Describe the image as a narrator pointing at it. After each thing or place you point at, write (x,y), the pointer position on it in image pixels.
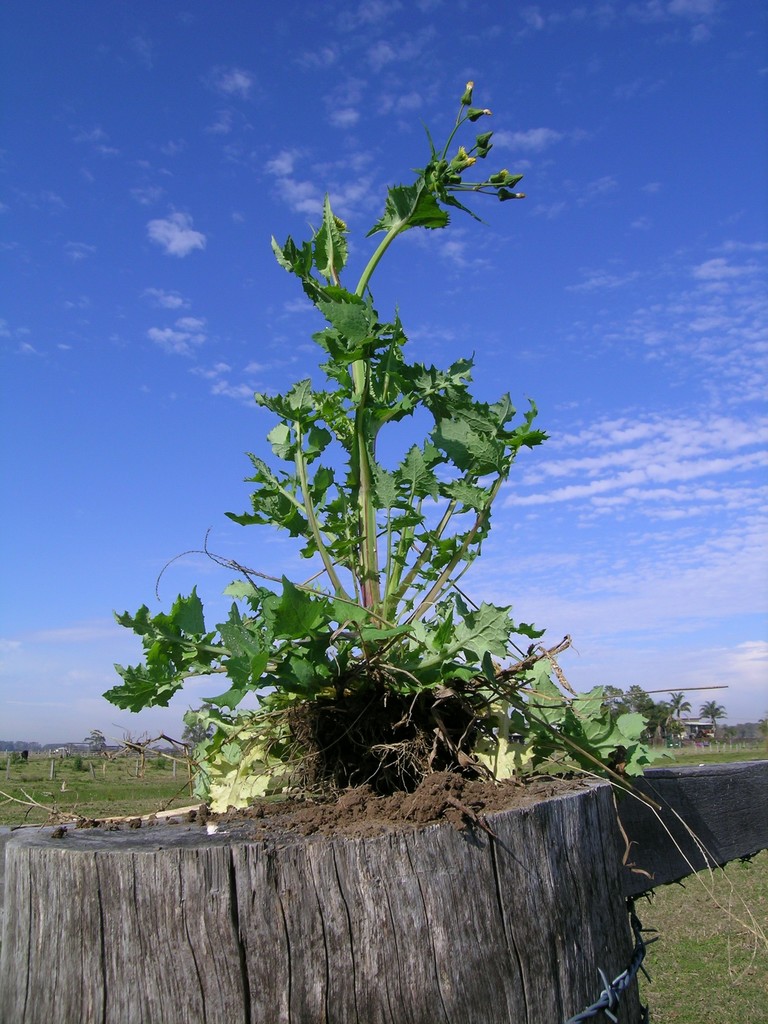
In this image we can see grass (694,914), log (306,843), plant (274,761), and trees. In the background (487,393) there is sky (556,420) with clouds (697,582).
